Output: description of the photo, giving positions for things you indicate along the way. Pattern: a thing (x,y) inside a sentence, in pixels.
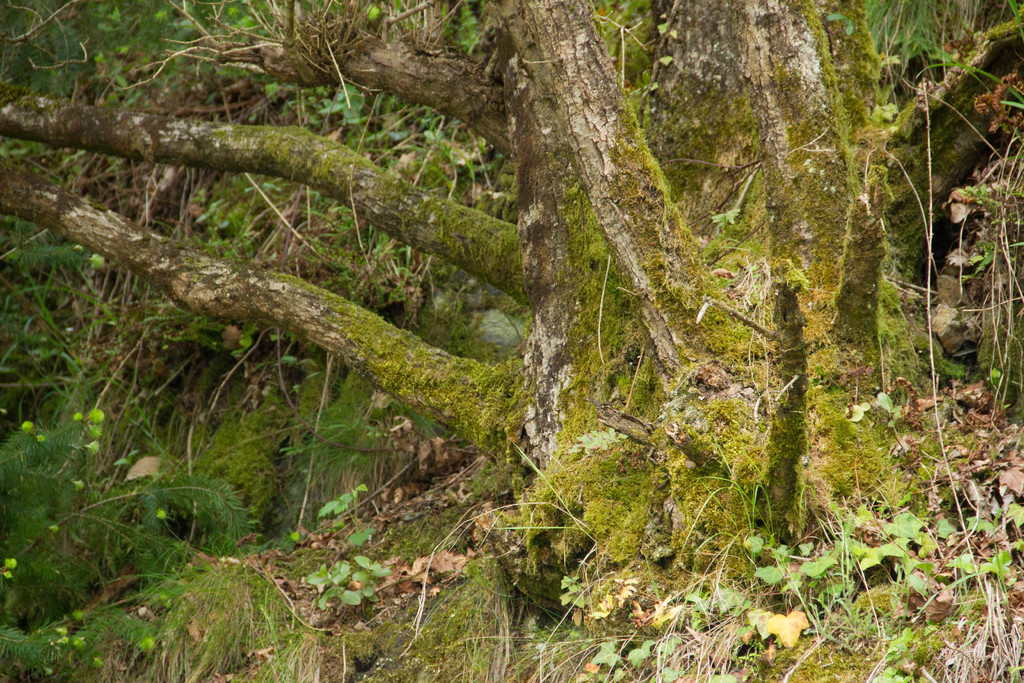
In this image, I can see the trees (804,190) with branches (352,354) and leaves (224,244). This is the tree trunk (643,382). I can see small plants (349,597) and dried leaves (412,574).
